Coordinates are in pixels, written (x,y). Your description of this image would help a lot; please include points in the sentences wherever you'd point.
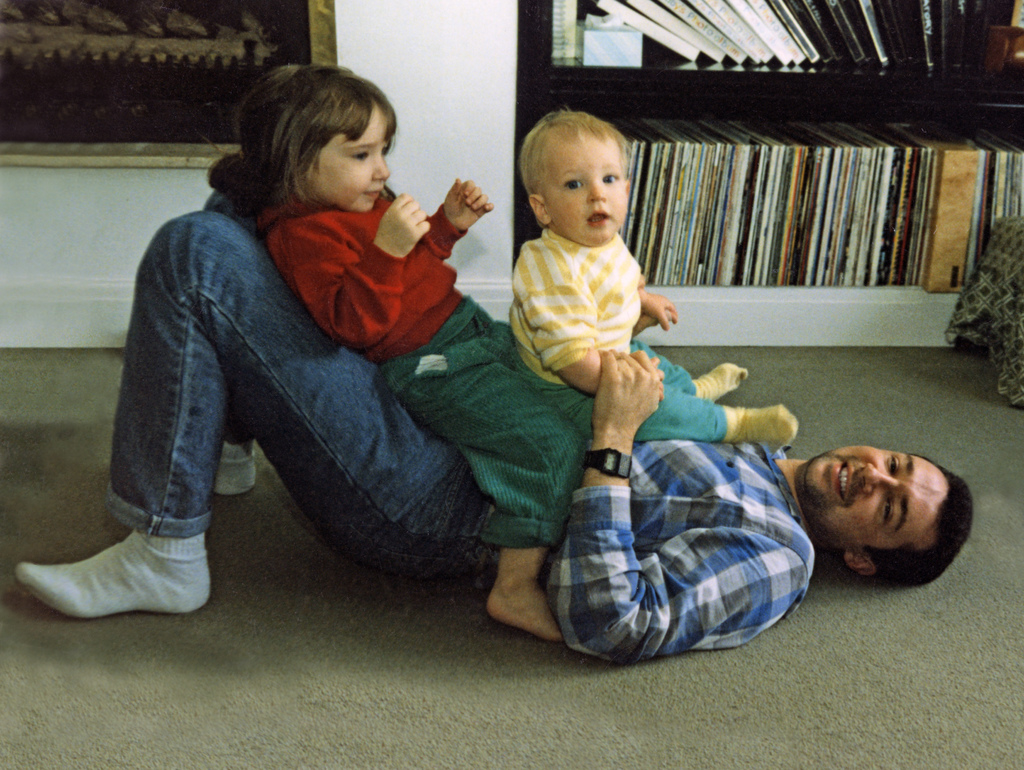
In this image there is a person (609,504) laying on the ground (603,732) and smiling and on the top of the person (635,481) there are kids (516,318) sitting. In the background (204,119) there is frame (220,112) on the wall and there is the shelf (815,82) and in the shelf (815,82) there are books (786,54) and files (822,149). On the right side (992,272) there is a cloth (1004,277) which is black in colour.
